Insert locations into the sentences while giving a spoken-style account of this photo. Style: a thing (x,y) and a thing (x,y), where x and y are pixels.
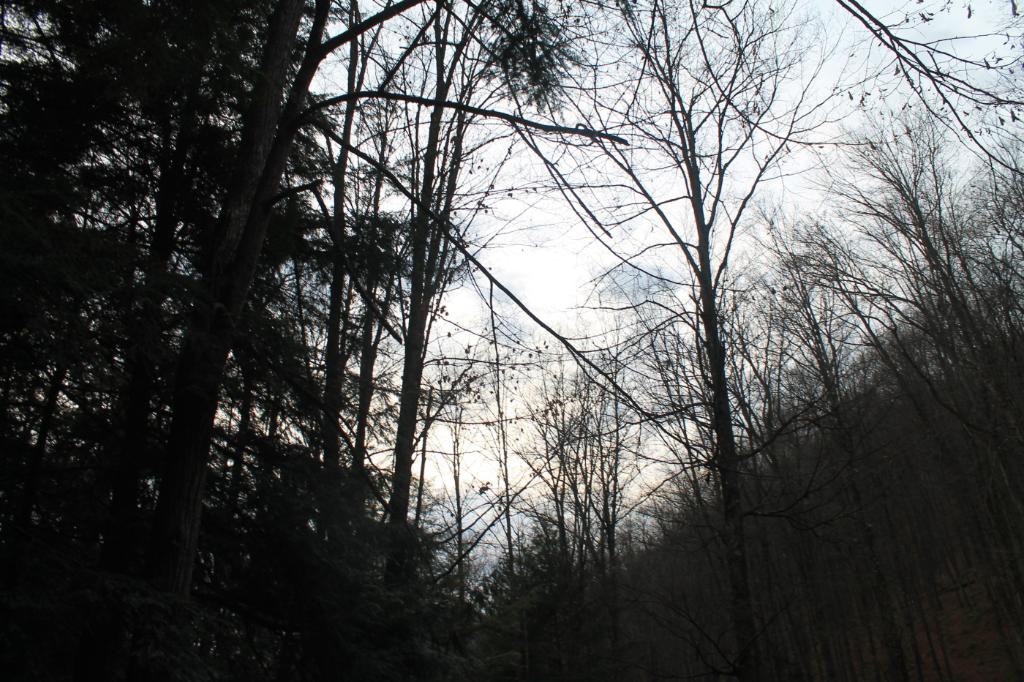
In the image we can see some trees (719,397). Behind the trees (989,500) there are some clouds (409,209) and sky (889,2).
